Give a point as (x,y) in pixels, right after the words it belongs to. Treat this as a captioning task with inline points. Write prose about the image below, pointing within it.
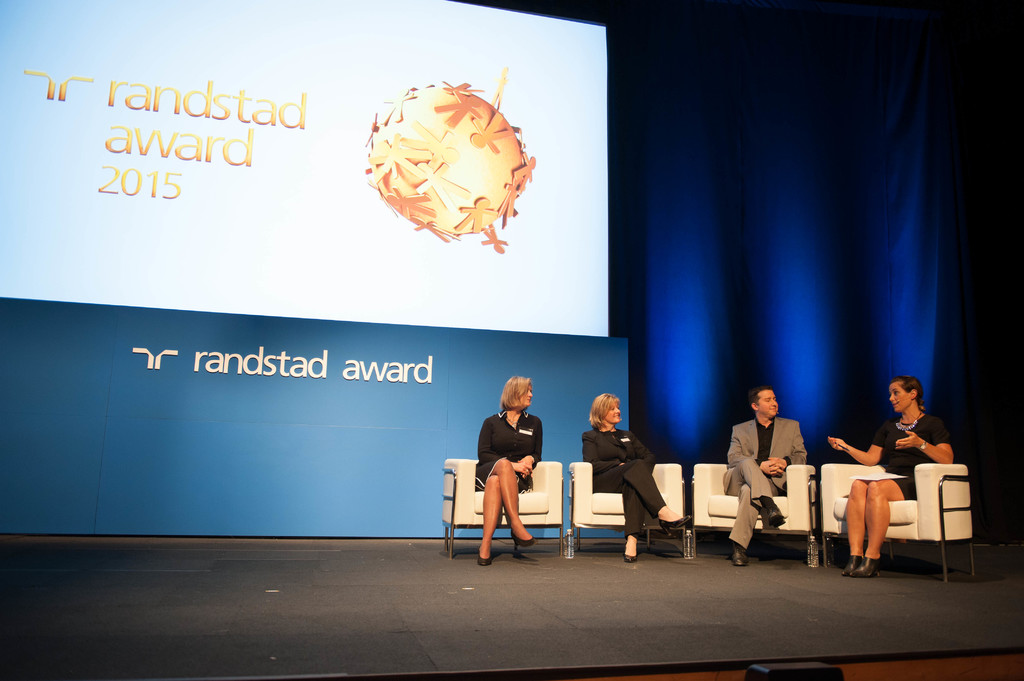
In this picture we can see people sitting on chairs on the stage (733,578) and in the background (834,300) we can see a screen (558,316), poster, curtain (697,299).
